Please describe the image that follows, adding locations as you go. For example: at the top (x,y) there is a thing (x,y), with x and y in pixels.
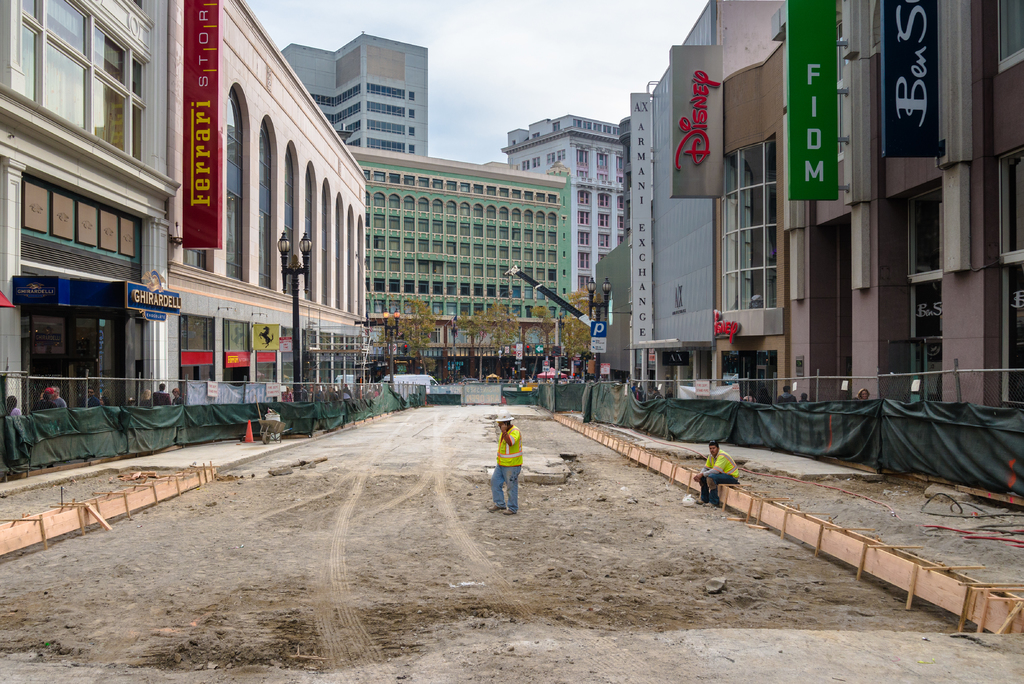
In this image we can see few buildings (763,192) with boards (199,158), there is a light pole (295,258), fence (850,400) with cloth (360,402) in front of the buildings (290,217) and a person (515,425) standing on the ground (536,476) and a person (738,483) is sitting on the wooden object (852,544) and sky (536,73) in the background (539,53).
